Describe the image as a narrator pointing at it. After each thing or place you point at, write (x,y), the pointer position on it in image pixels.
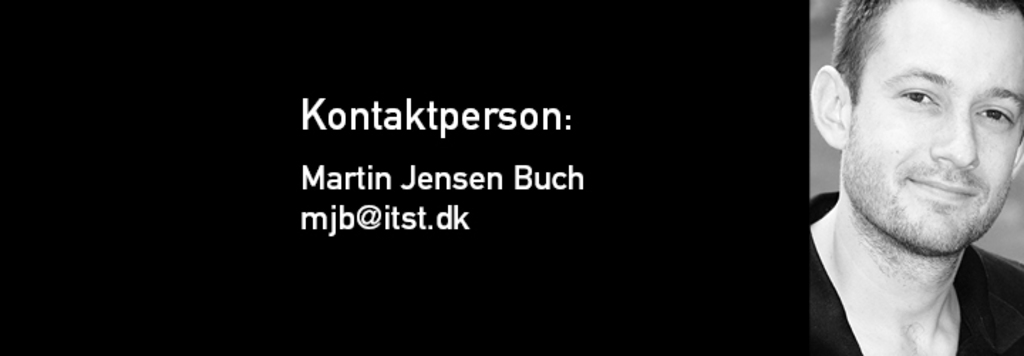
In this picture I can see there is a person (1013,269) standing here and he is wearing a black shirt (836,328) and is smiling and on to left side (309,211) I can see there is some thing (541,116) written on a black backdrop (203,132).
